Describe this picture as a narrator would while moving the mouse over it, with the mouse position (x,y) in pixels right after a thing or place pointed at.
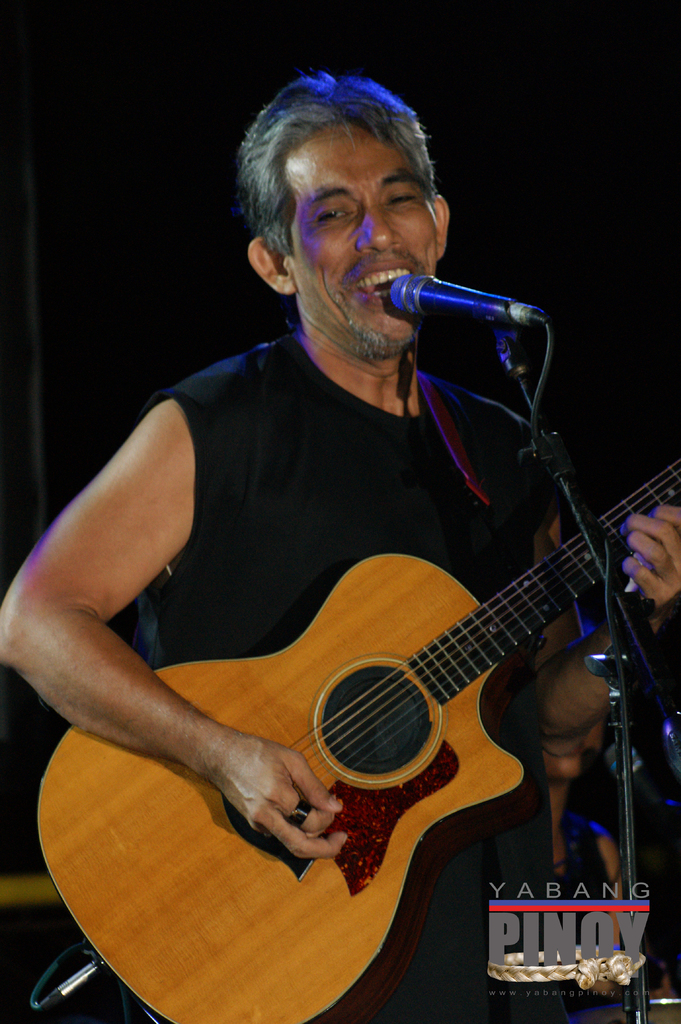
In the image we can see there is a man (327,140) who is holding guitar (357,789) in his hand (677,595).
